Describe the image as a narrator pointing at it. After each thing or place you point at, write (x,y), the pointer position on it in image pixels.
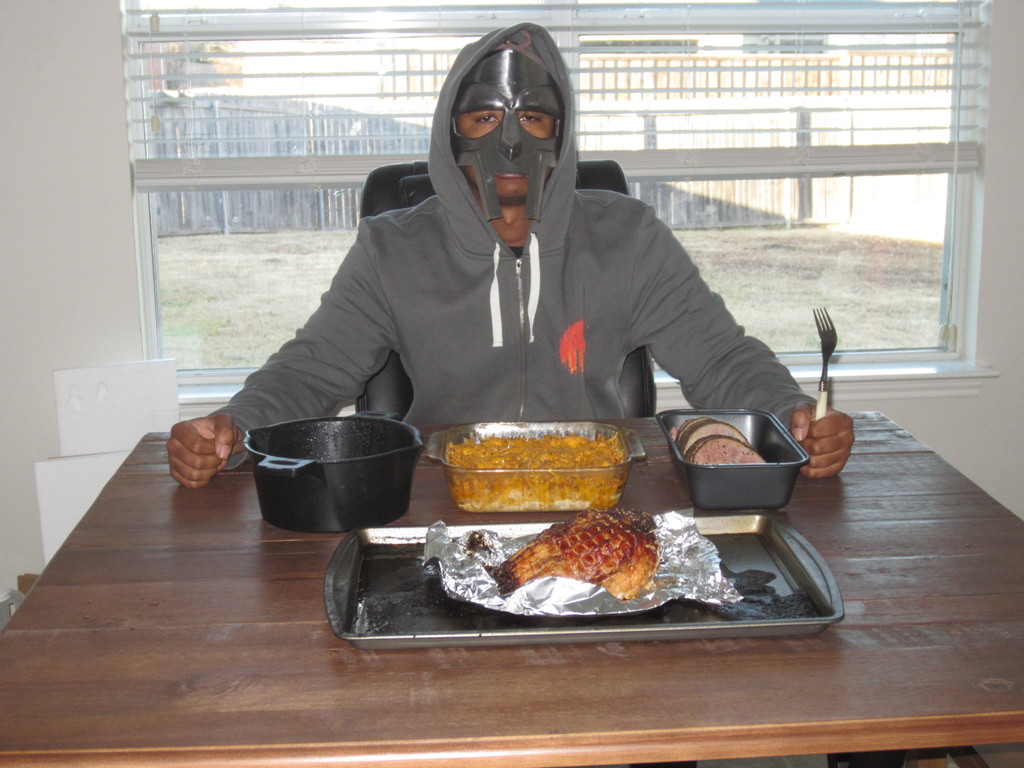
In the foreground (522,90), a person (679,289) is sitting on the chair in front of the table (134,584) on which tray (810,570), vessel (359,507), bowl (730,477) is kept. And he is holding a fork (833,348) in his hand (811,411) and wearing a mask (485,107) on his face (515,183). The wall (117,250) is of ash in color and a window (170,355) is visible, through which we can see a fence (242,114) outside and grass (792,251) visible. This image is taken inside a house (925,334).
